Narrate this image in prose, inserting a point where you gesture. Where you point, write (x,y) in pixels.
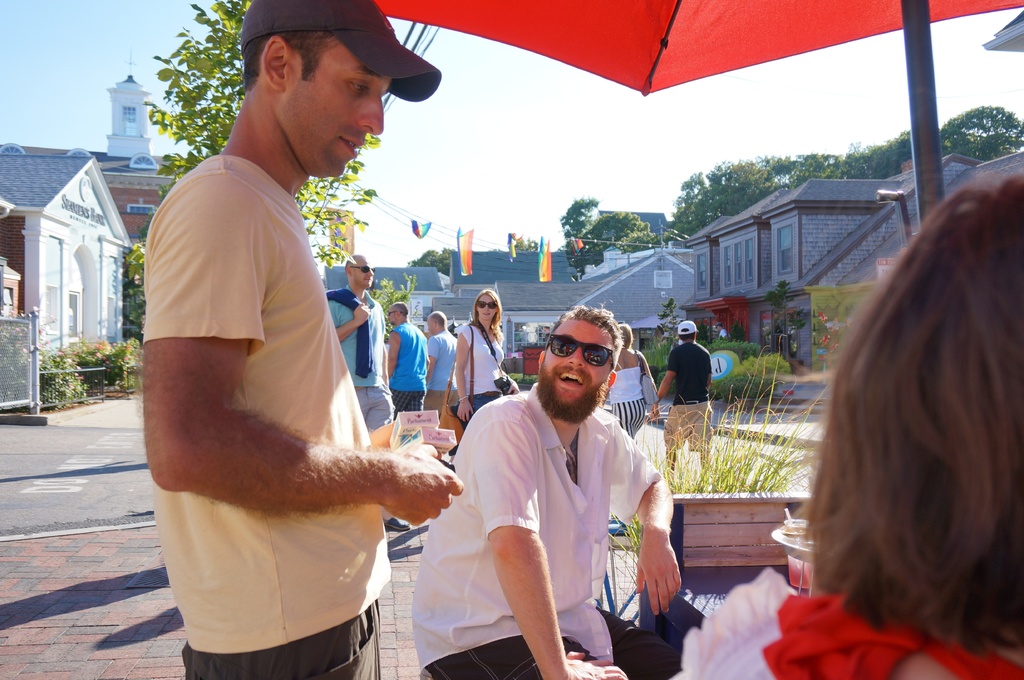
In this image there are people (524,512). In the background (69,318) we can see buildings (60,249), trees (634,222) and sky (493,163). At the top (619,69) there is a tent (928,66).
